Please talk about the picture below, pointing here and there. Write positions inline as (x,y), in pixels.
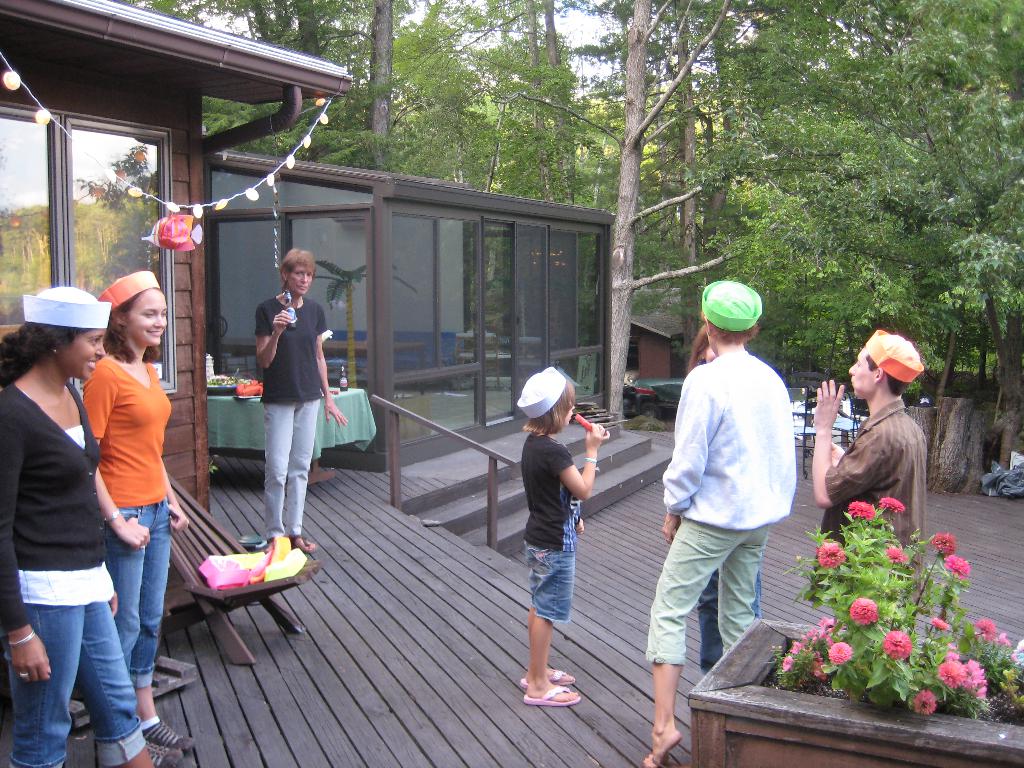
This picture describes about group of people (706,401), few people (120,295) wore caps (79,306), on the right side of the image (863,537) we can see few plants (903,634) and flowers (947,664), in the background (657,343) we can find few houses (570,331), trees (526,170) and vehicles (668,407).
